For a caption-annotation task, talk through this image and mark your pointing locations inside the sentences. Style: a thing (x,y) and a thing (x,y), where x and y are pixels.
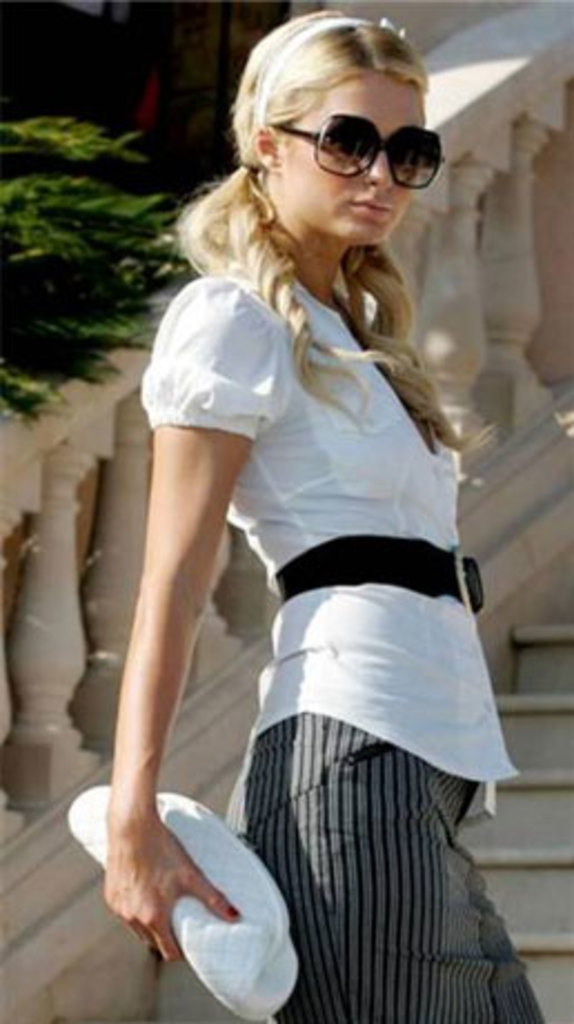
In the center of the image (317,488) we can see a lady (316,275) is standing and wearing a dress (452,686), goggles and holding a wallet (271,973). In the background of the image (544,901) we can see the stairs (519,882), railing (423,216) and trees (82,227).
